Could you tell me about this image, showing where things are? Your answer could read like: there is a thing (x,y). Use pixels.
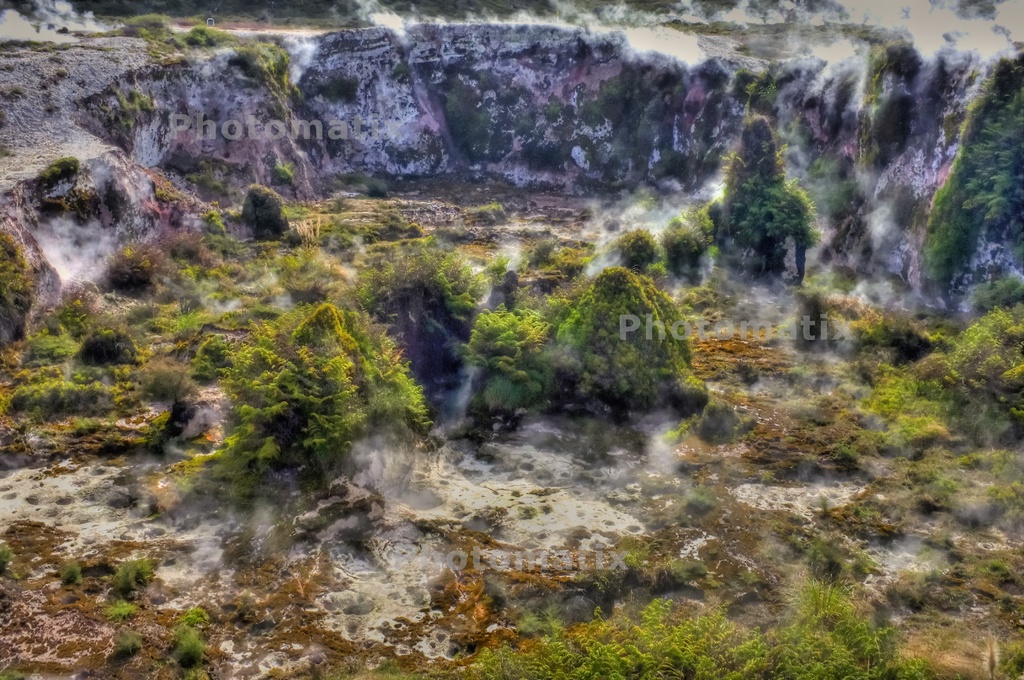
In this image we can see ground (291,215), trees (696,250) and smoke (887,281).
